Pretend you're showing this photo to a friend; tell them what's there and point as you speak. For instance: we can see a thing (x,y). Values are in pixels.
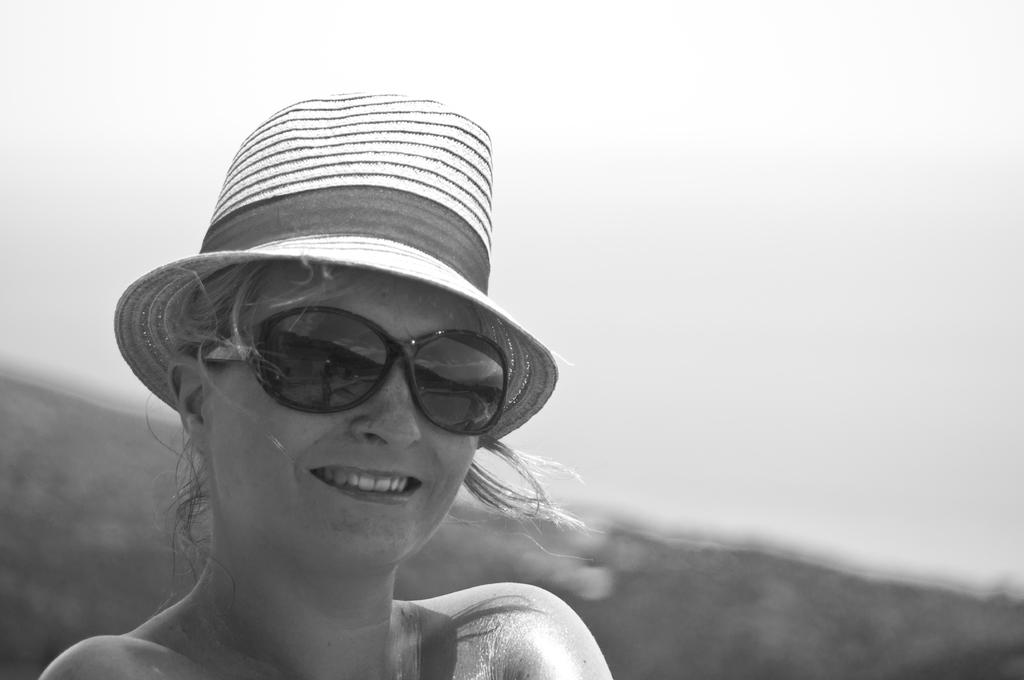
In this picture I can see a woman (404,487) she is wearing a cap (259,184) and sunglasses (376,358). I can see a cloudy sky (686,194).
